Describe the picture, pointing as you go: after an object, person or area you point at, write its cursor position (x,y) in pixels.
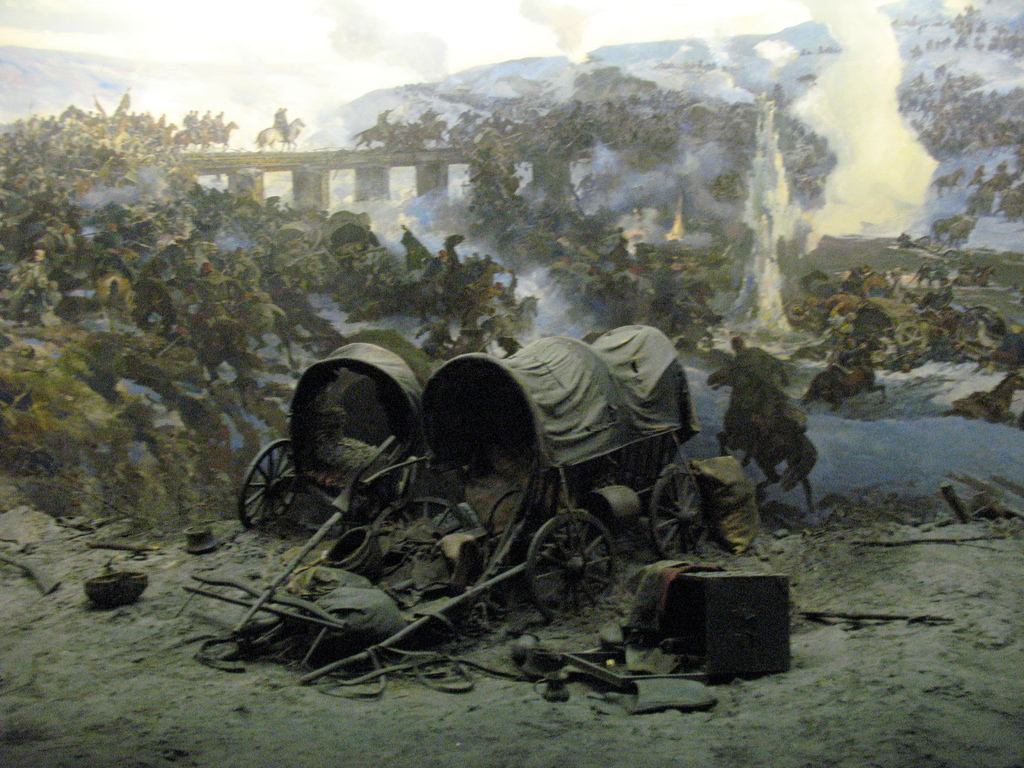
Here in this picture we can see a painting (163,372), in which in the front (460,505) we can see carts (408,505) present on the ground (356,701) over there and we can see people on the horses (769,462) and we can also see people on horses (284,132) travelling on the bridge (437,157) over there and we can see plants (115,430) and trees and we can also see mountains (984,49) covered with snow (933,187) over there.
